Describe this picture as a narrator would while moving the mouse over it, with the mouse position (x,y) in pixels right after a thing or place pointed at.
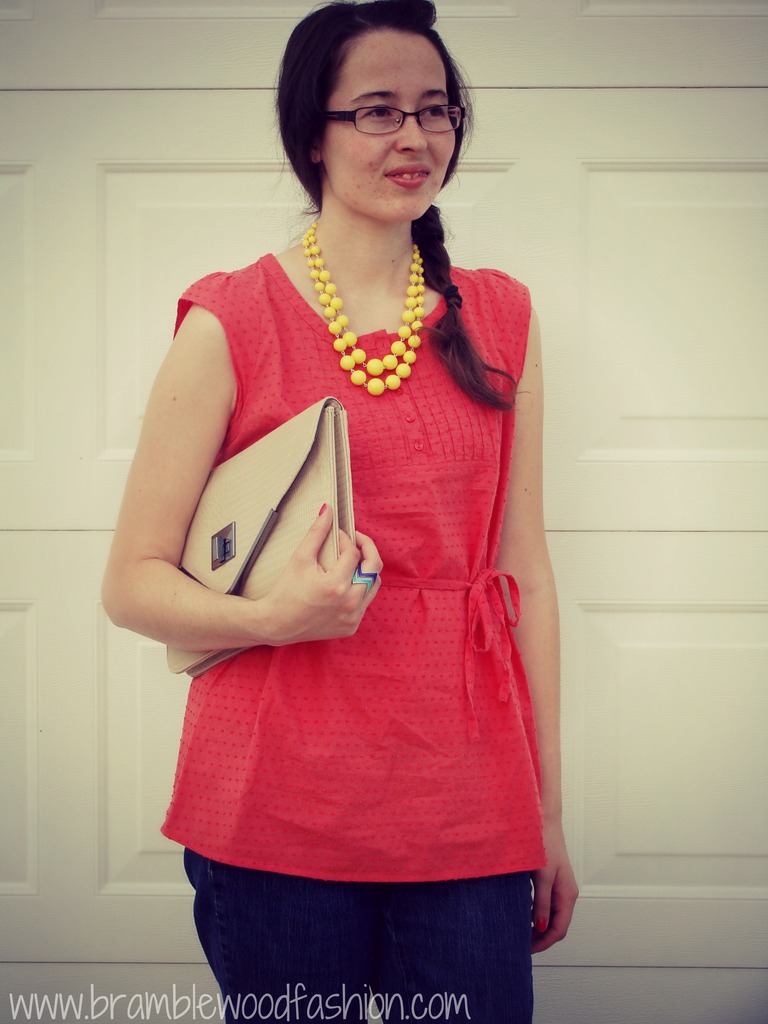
In this picture there is a woman (294,635) standing in the center (349,628) smiling and holding a purse (308,517) in her hand (311,526). In the background (100,283) there is a cream colour door (602,324).
